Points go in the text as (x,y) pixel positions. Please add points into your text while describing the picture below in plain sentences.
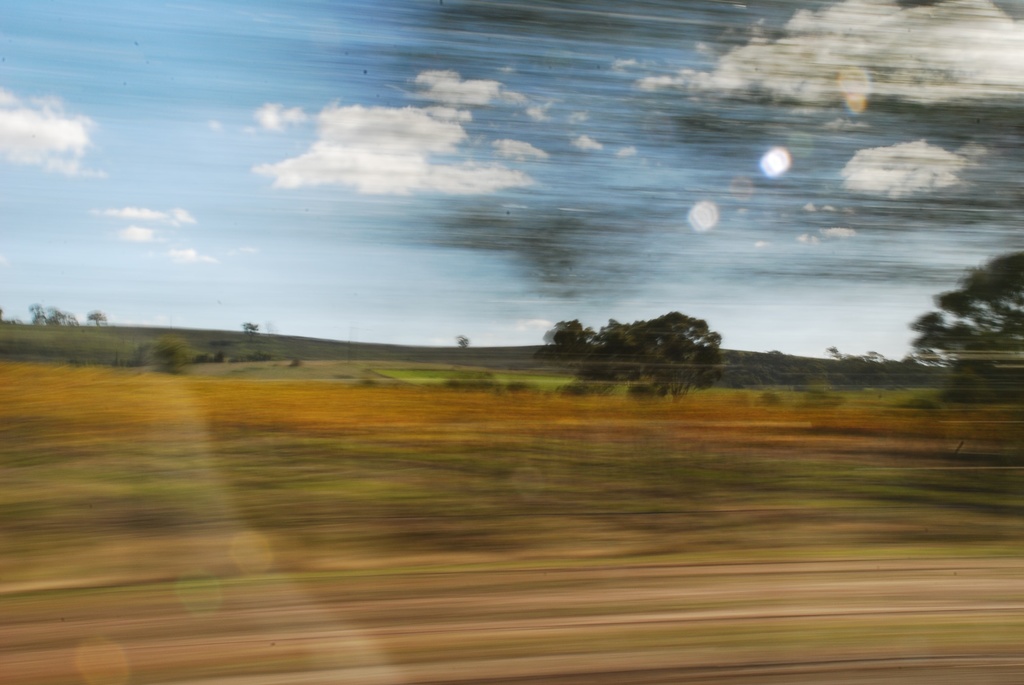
In the foreground of this picture (306,561) we can see the glass (275,589) and through the glass (394,538) we can see the ground (599,481), trees (654,368), grass (348,389) and some other objects (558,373) and in the background (277,221) we can see the sky (213,147) with the clouds (439,177).
